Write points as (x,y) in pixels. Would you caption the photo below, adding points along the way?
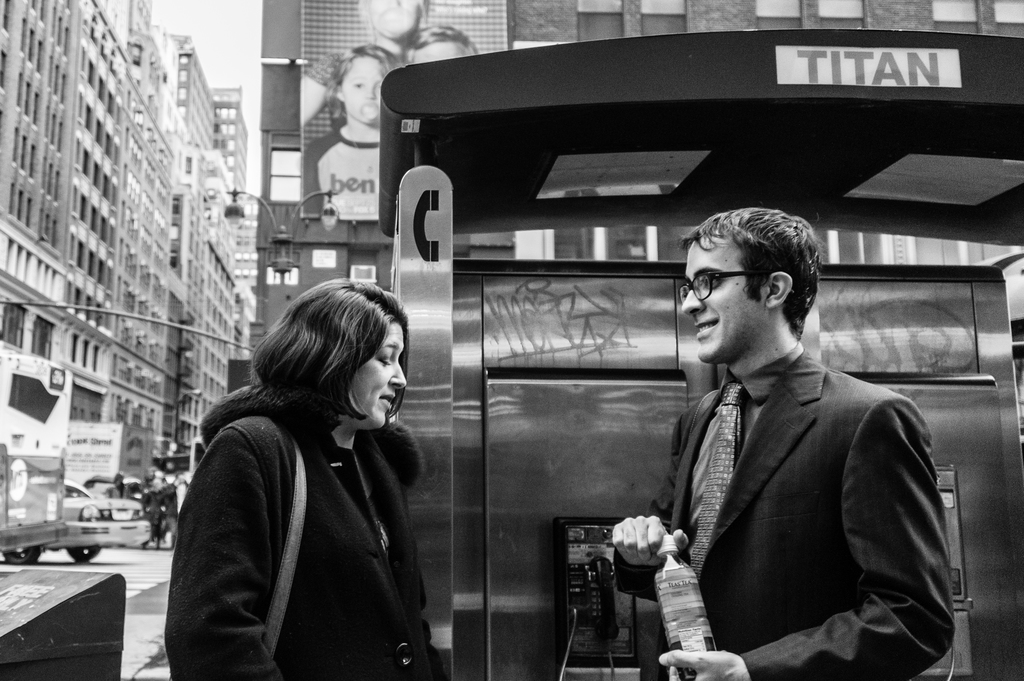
This is black and white picture, in this picture there are two people (730,580) standing, among them there's a man (723,611) smiling and holding a bottle (667,568) and we can see telephone (566,657) and booth (454,565). In the background of the image (179,187) we can see buildings (278,158), vehicles (101,444), boards (494,3), lights (307,197) and sky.
